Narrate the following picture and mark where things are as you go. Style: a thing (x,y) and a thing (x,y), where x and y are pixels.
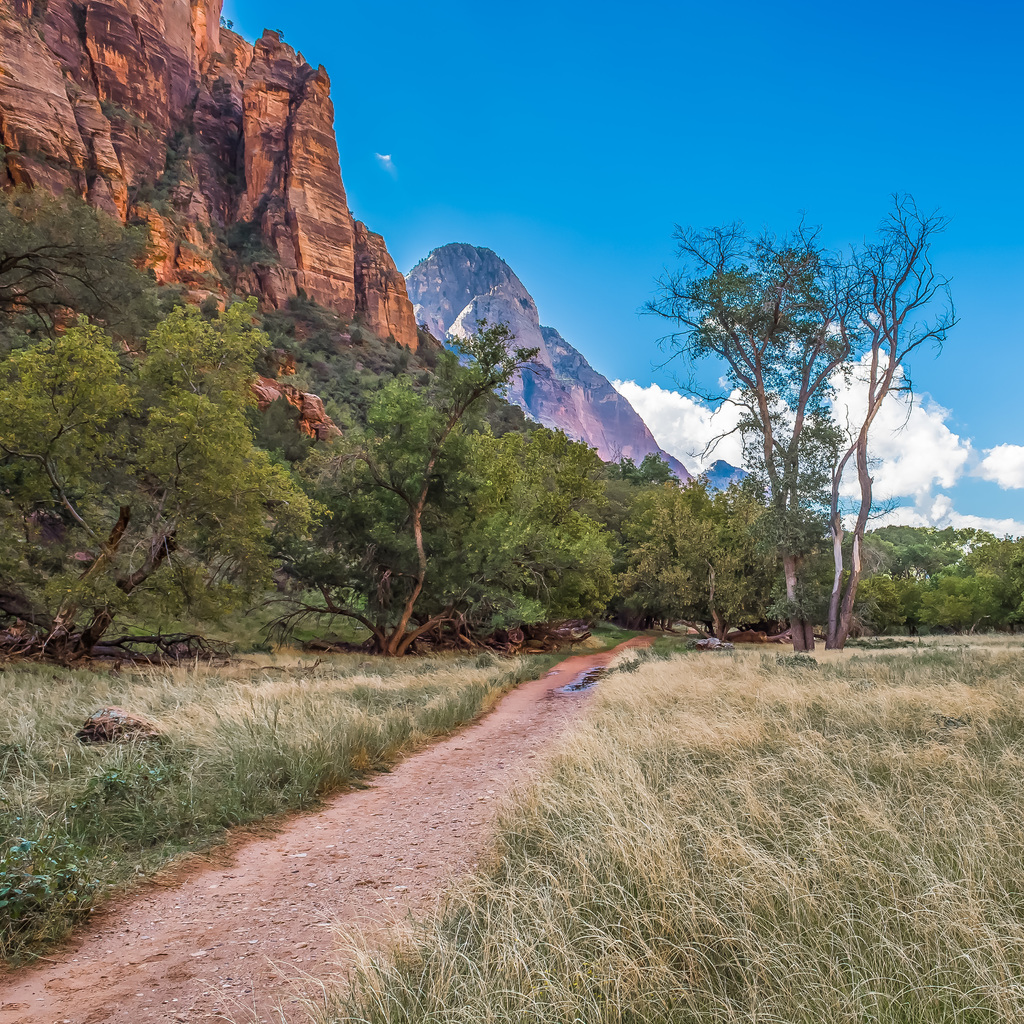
In this image we can see grass (661,770), some trees (242,489), mountains (279,222) and sky (686,402) with the clouds (737,412).
